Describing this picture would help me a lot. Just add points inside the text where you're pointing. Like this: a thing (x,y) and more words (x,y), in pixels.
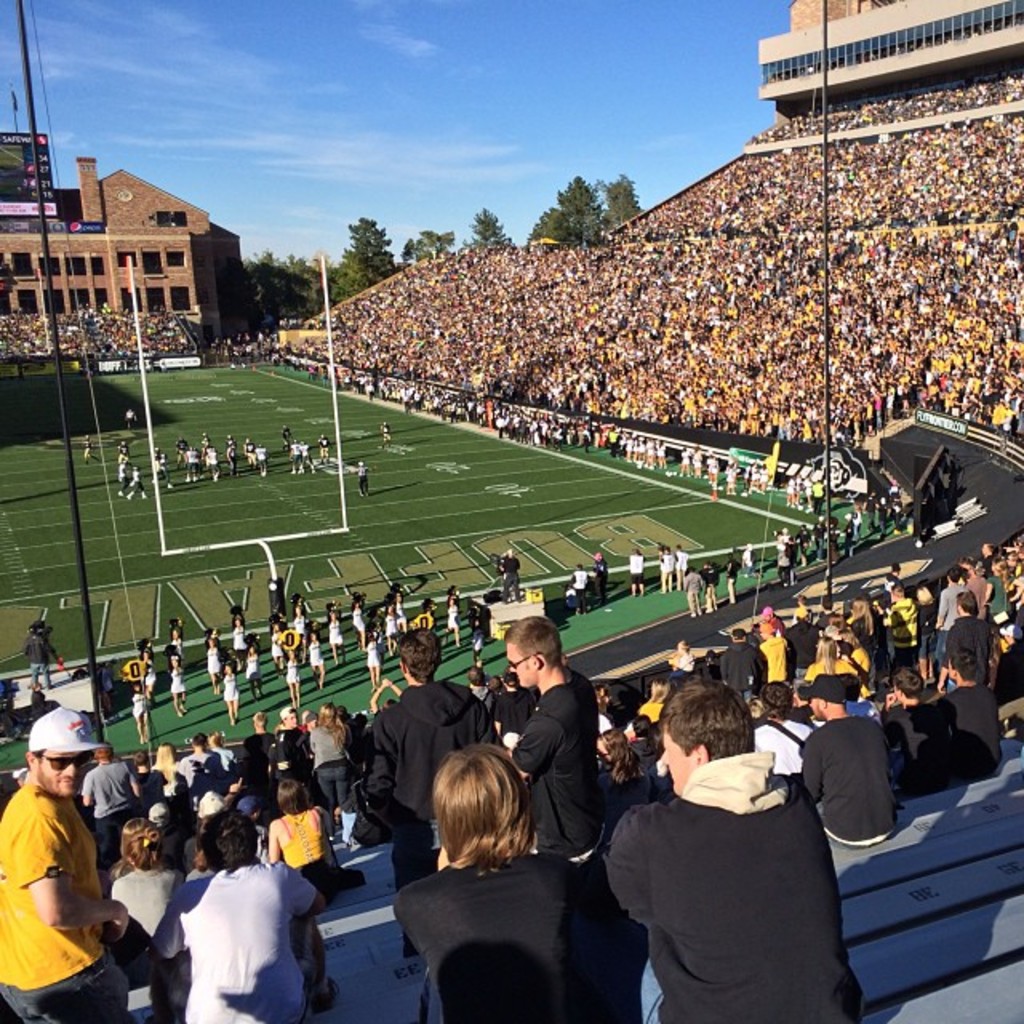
This is clicked in a football stadium (963,275), there are many people (650,323) sitting all around the play field (394,427) and in the back (185,292) there is a building (206,294) with trees (342,272) behind it and above its sky (408,111) with clouds (196,55).
